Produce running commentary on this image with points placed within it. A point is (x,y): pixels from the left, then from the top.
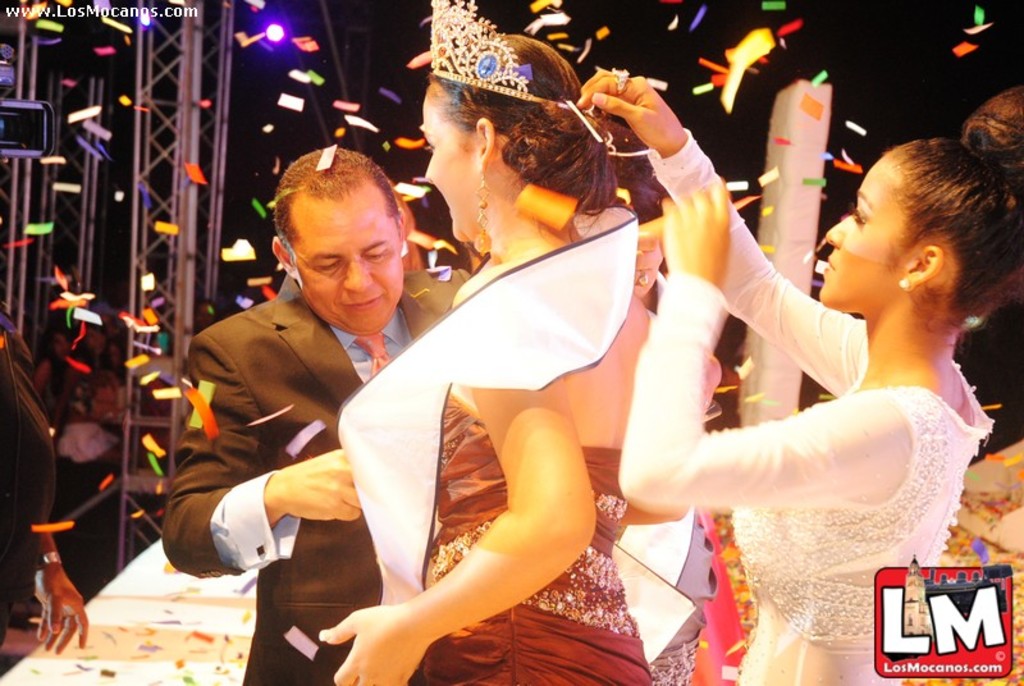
In this picture we can see the girl (472,216) on the stage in the beauty show and wearing a crown (499,81). Behind there a girl (792,466) adjusting the crown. Beside her there is a man (298,408) wearing a dark suit (301,383) is adjusting the sash (346,445). In the background (138,224) we can see the metal frames (191,231) and dark background (351,129).
